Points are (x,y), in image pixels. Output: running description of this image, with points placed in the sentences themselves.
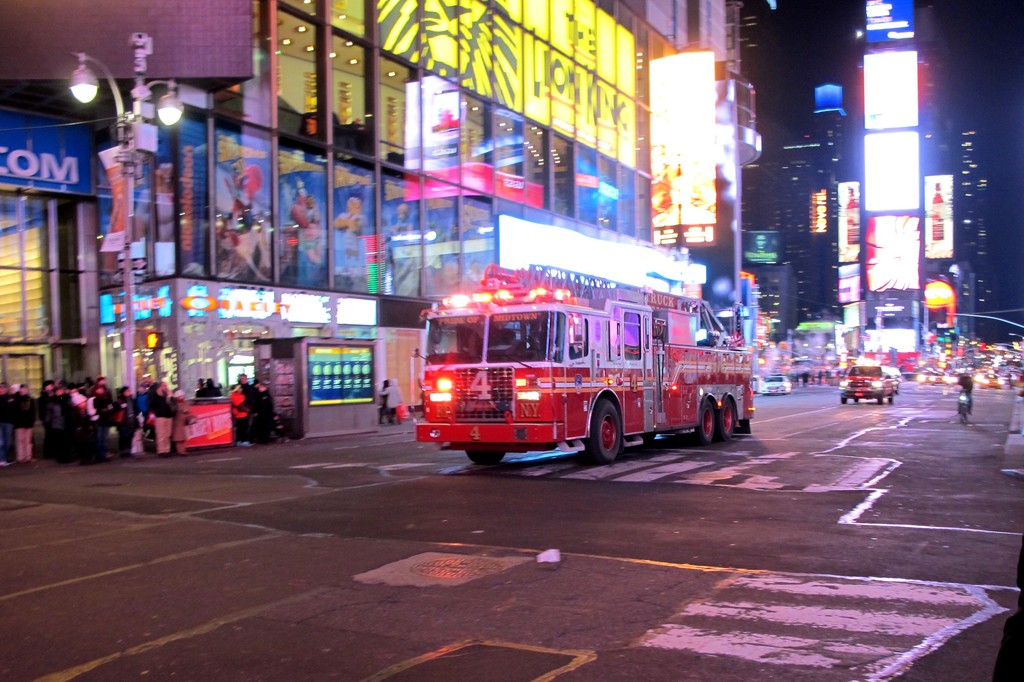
In this image I can see few vehicles (608,438) and I can see group of people (118,441) standing. In the background (560,192) I can see few buildings (451,181), stores (301,200), board (341,321) attached to the buildings (307,211), light poles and the sky (800,41) is in black color.
